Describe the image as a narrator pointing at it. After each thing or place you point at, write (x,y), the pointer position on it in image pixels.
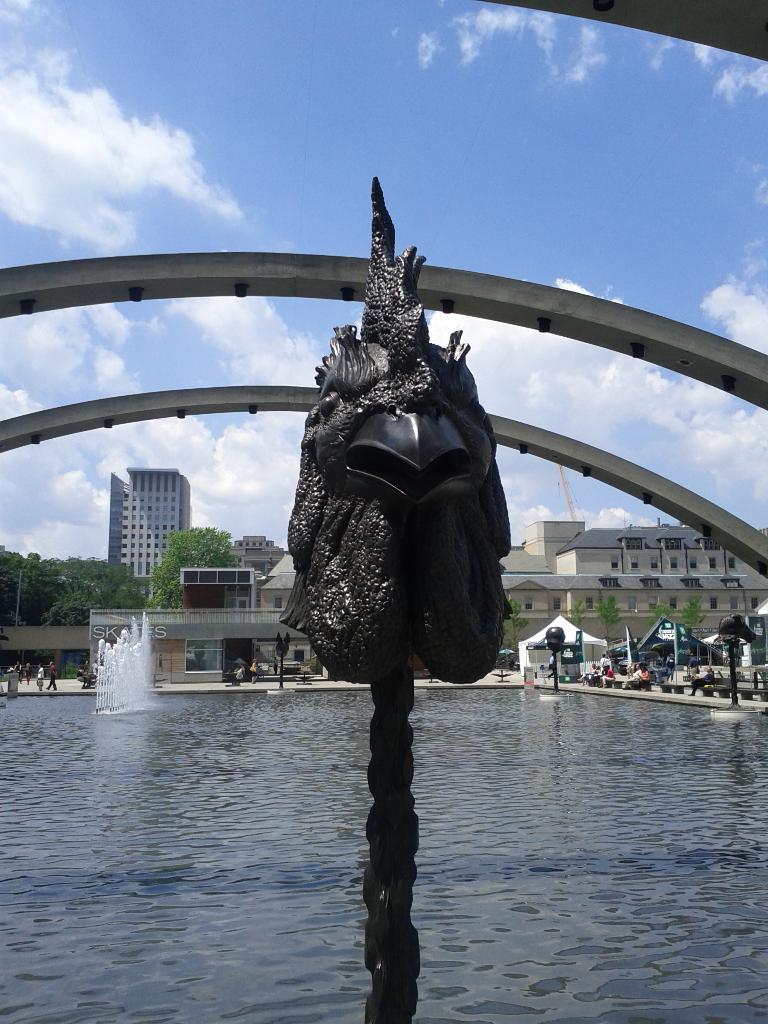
In this image we can see a fountain (117,704). At the bottom (112,910) there is water (578,877) and we can see an arch (128,420). In the background (127,610) there are buildings (537,605), tents (562,622), trees (65,614) and sky (249,511).
